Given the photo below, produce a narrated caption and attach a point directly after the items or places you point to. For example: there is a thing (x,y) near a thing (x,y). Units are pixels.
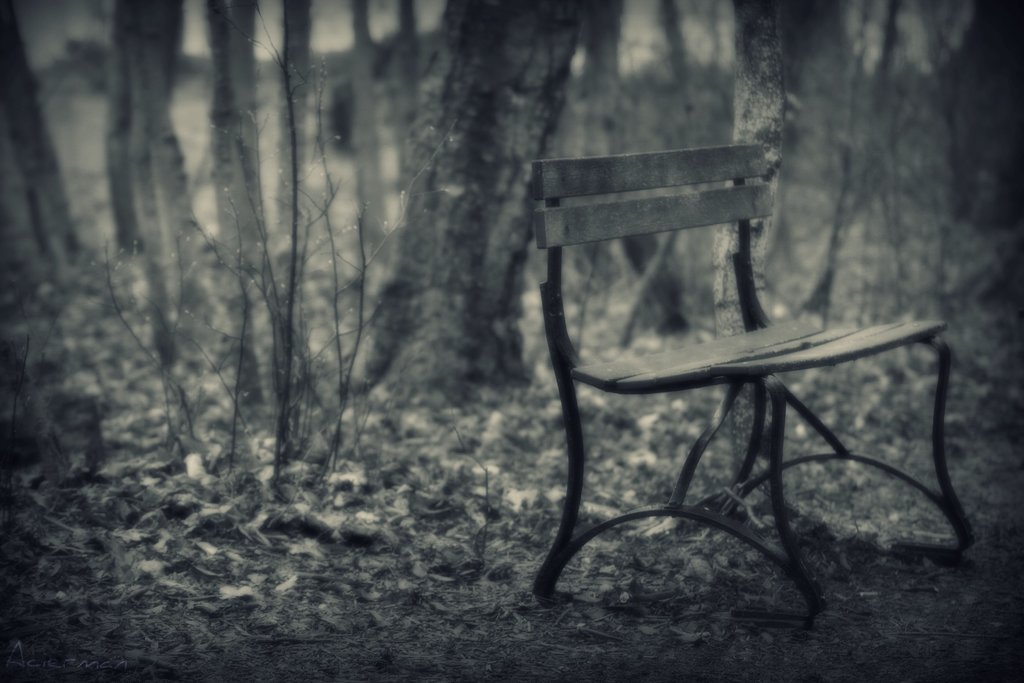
In this image there is a bench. In the background (126,240) there are trees (846,85) and we can see a plant (286,366).
